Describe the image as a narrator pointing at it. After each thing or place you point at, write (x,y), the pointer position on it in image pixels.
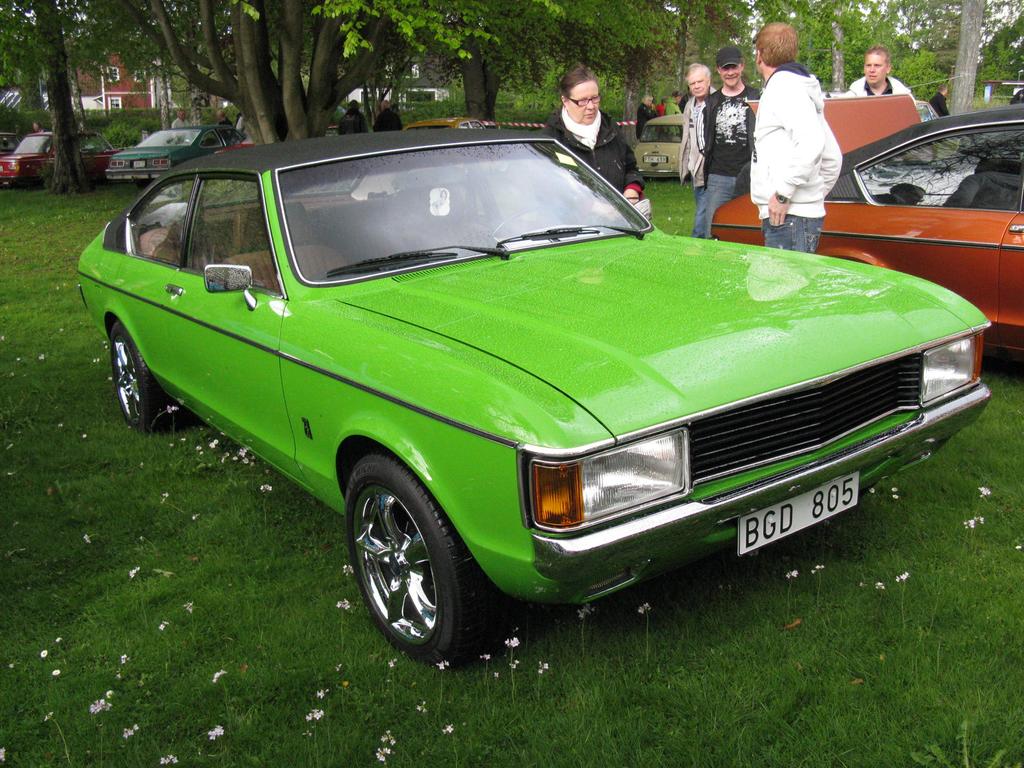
At the bottom of the image (574,734) there is a ground (462,740) with grass (145,606) and white flowers (380,749). In the middle of the grass (631,651) there is a green car (573,174). Behind the car (597,186) there are few men (762,148) standing and also there is a car (957,223). In the background (470,86) there are trees (82,115), vehicles (145,173) and houses (2,96).
